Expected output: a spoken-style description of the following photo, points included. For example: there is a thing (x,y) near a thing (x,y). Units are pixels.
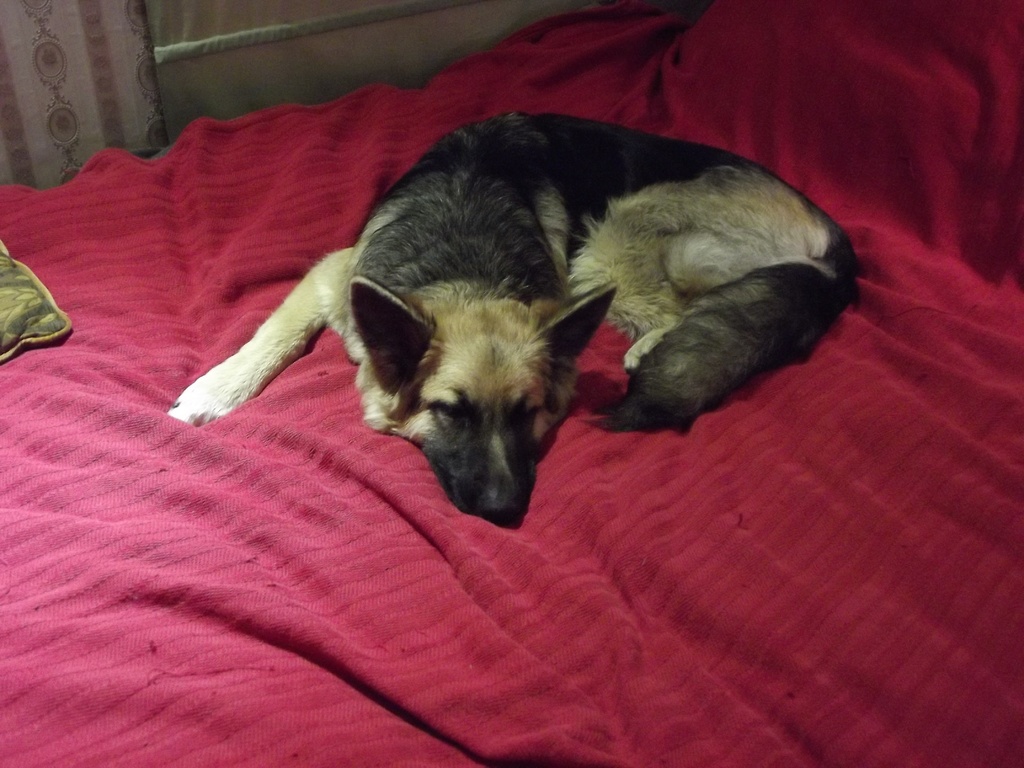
In this picture we can observe a dog (460,295) which is in black and brown color laying on the bed (359,522). There is a red color bed sheet (385,580). On the left side (76,43) we can observe a curtain (71,62).
